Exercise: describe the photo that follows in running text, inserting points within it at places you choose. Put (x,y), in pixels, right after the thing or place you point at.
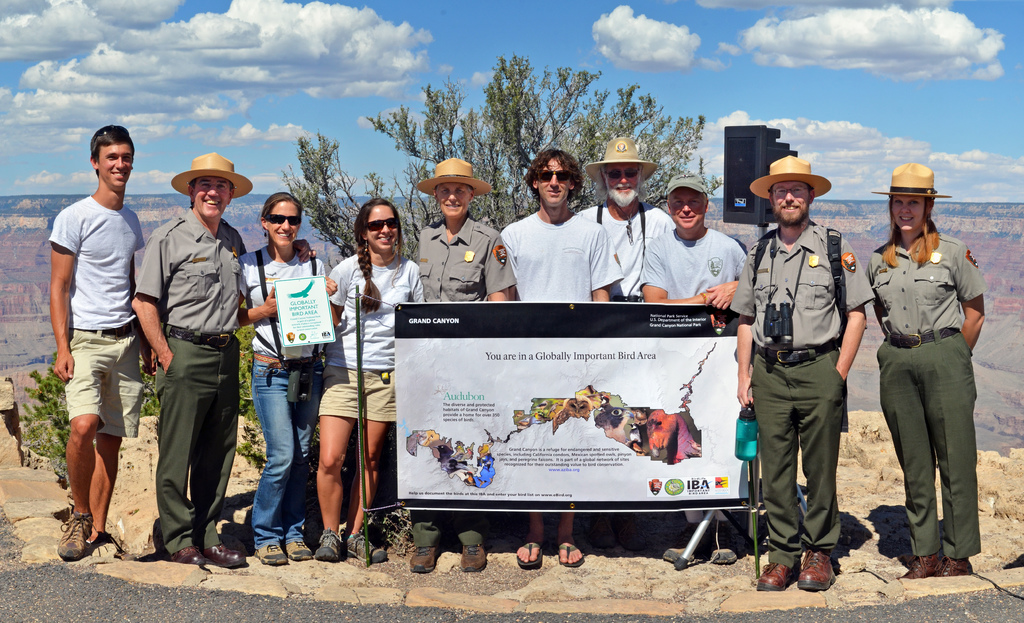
In the foreground of the image (461,335) there are people (193,259) standing, holding a banner (529,363). At the bottom of the image (96,604) there is road (174,622). In the background of the image (13,294) there are mountains (1001,210), sky (487,63) and clouds (416,52).
